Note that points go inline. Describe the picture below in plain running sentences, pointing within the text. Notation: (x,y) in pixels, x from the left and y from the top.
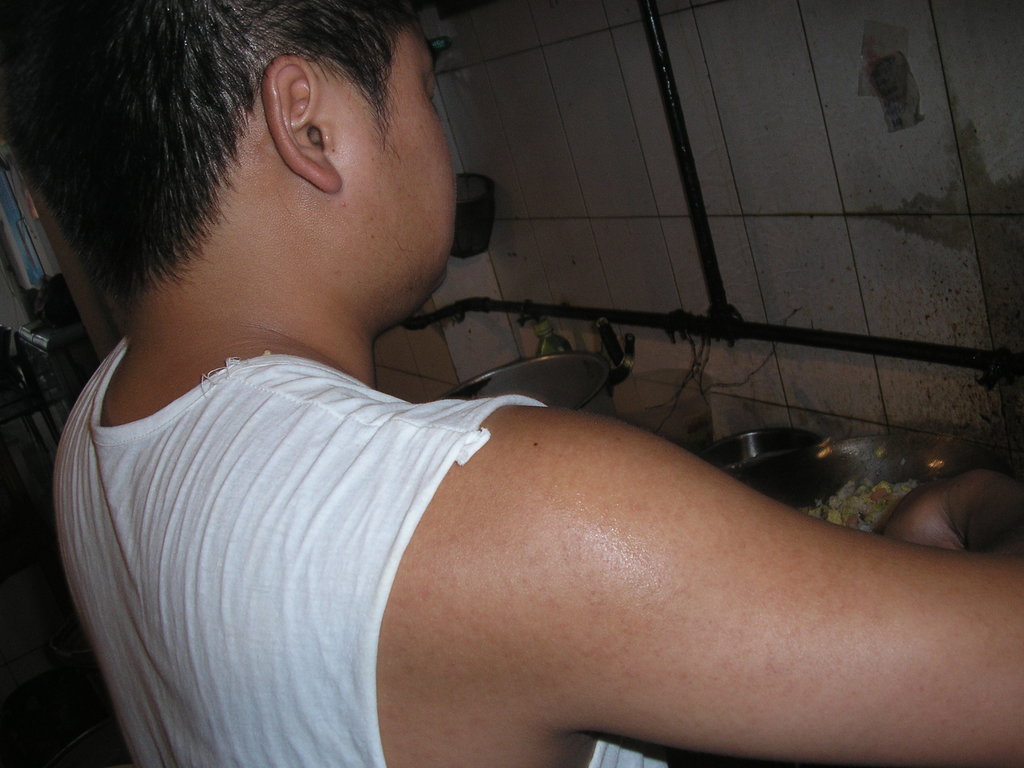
There is a person (790,574) in white color banyan (289,471) standing, in front of table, on which, there are vessels (560,376), near pipes (731,330) which are attached to the white wall (708,129).
